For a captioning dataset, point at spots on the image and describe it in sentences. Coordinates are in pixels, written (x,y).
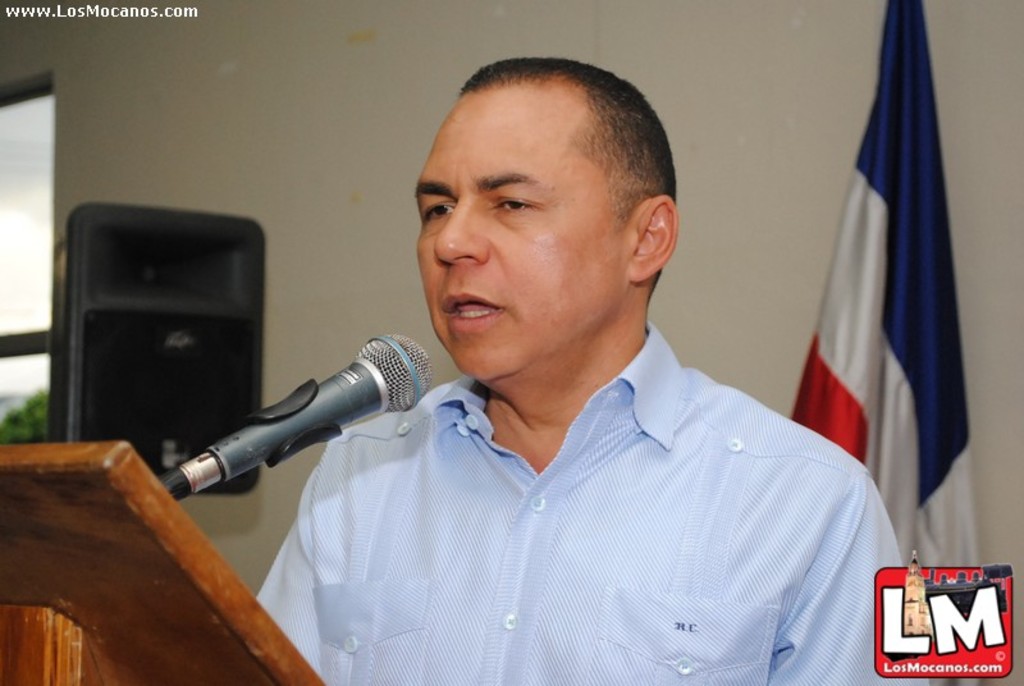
In this image I can see in the middle (554,413) a man (631,501) is speaking in the microphone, on the left side (178,251) there is a speaker (238,386). On the right side (870,289) there is a flag (871,297), in the bottom right hand side (922,636) there is a logo (961,626). In the top left hand side (40,15) there is the watermark (40,15).
